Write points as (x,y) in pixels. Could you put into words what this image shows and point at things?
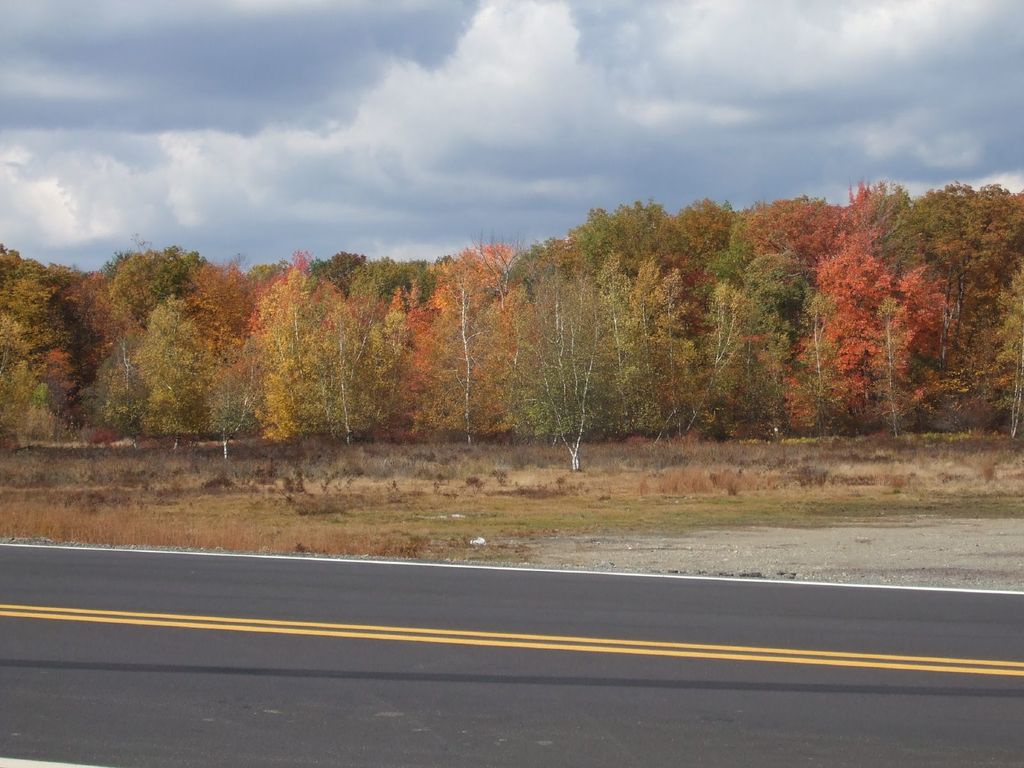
This image consists of many trees (398,368). At the bottom (405,640), there is a road (456,574). At the top (575,125), there are clouds (584,161) in the sky (549,205).
